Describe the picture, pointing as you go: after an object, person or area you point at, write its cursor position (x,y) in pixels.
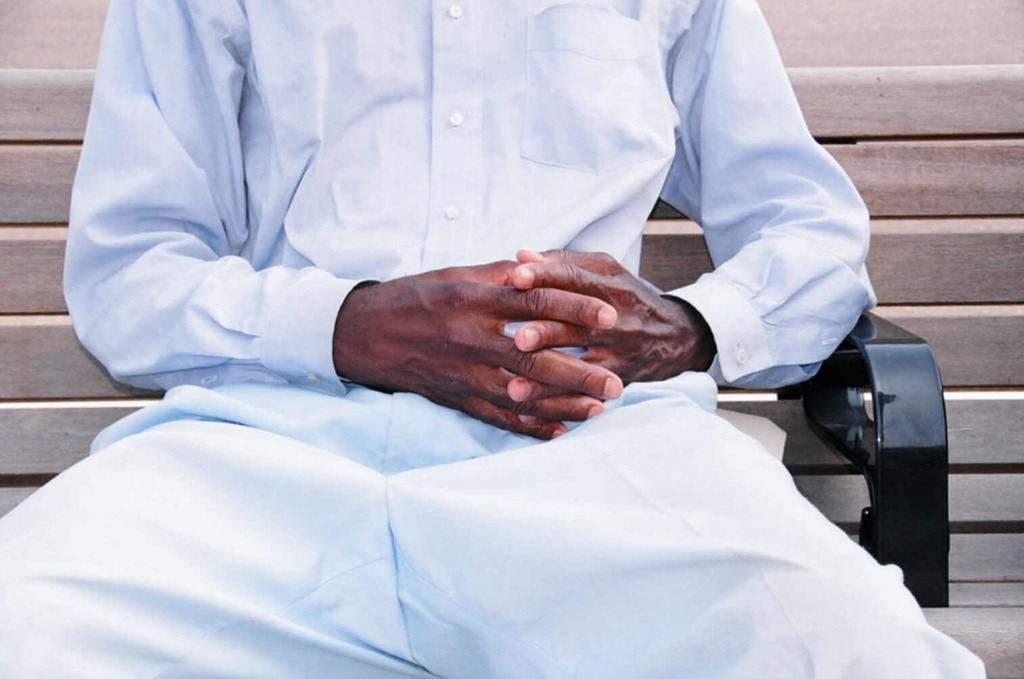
In this image we can see a person (521,177) sitting on a bench (930,484).
